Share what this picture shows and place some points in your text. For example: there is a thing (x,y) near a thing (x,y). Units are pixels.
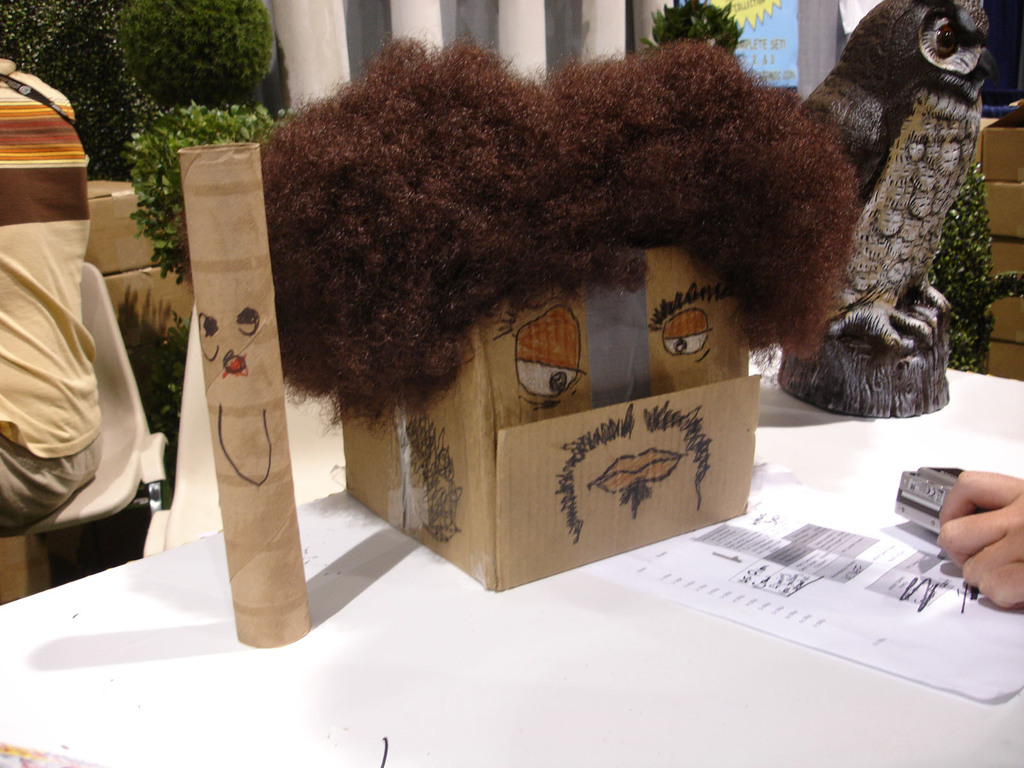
In this image at the bottom (289,650) there is one table (442,596) on the table (67,710) there are box (574,337), wig (355,227), toys (878,345), papers (913,602) and one persons hand (982,547) is visible. And in the background (32,415) there is one person (40,340) who is sitting on a chair (96,386), and also there are some plants (125,166), boxes (110,229) and some other objects (816,31).
